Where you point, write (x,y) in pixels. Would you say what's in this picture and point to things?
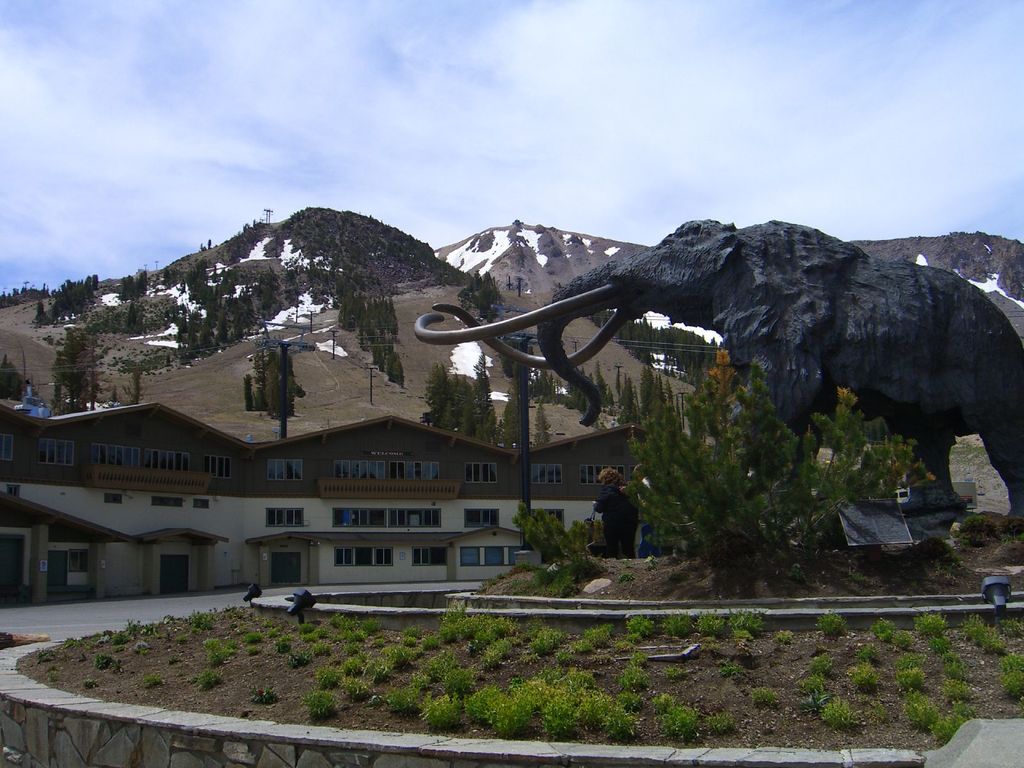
In this picture we can see a statue (844,359) on the right side (812,344), at the bottom (671,672) there are some plants (919,660), we can see hills (161,339), trees (686,551) and a building (513,507) in the background (480,293), there are two persons (626,487) standing in the middle (621,505), we can see the sky (398,89) at the top of the picture (398,89).
